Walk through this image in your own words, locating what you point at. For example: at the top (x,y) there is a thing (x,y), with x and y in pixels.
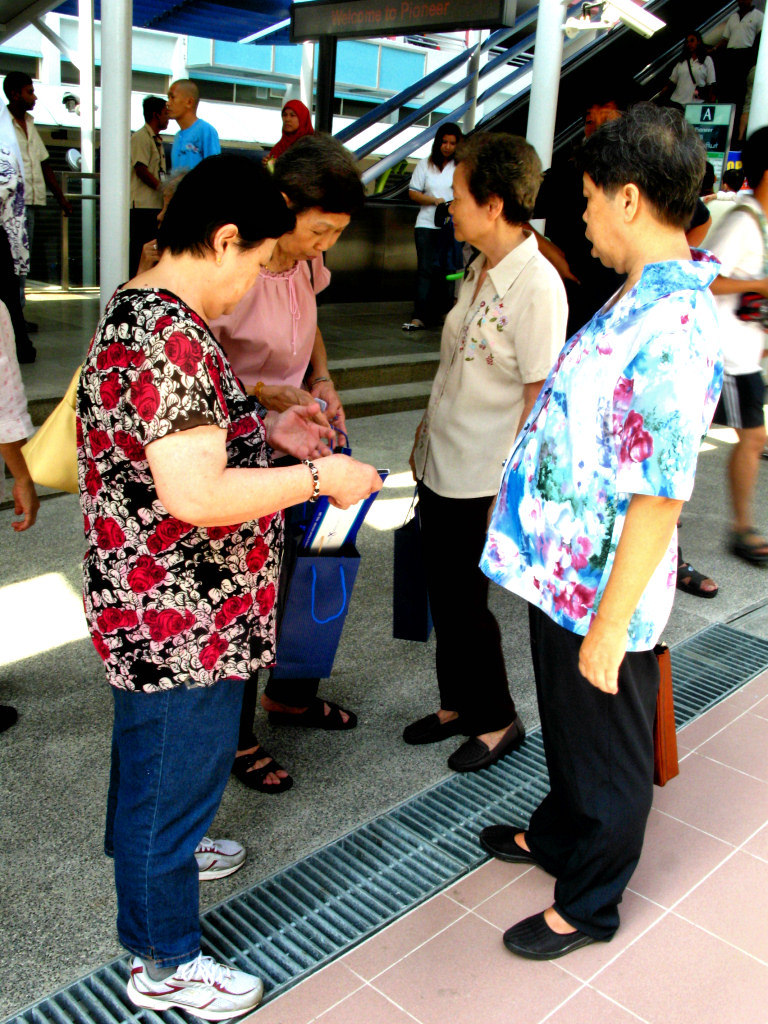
In this image there are a group of people (598,381) standing, in the background (145,15) there is a shed (155,15) and in the shed (124,165) people (14,187) are standing and there is a escalator (622,65).
